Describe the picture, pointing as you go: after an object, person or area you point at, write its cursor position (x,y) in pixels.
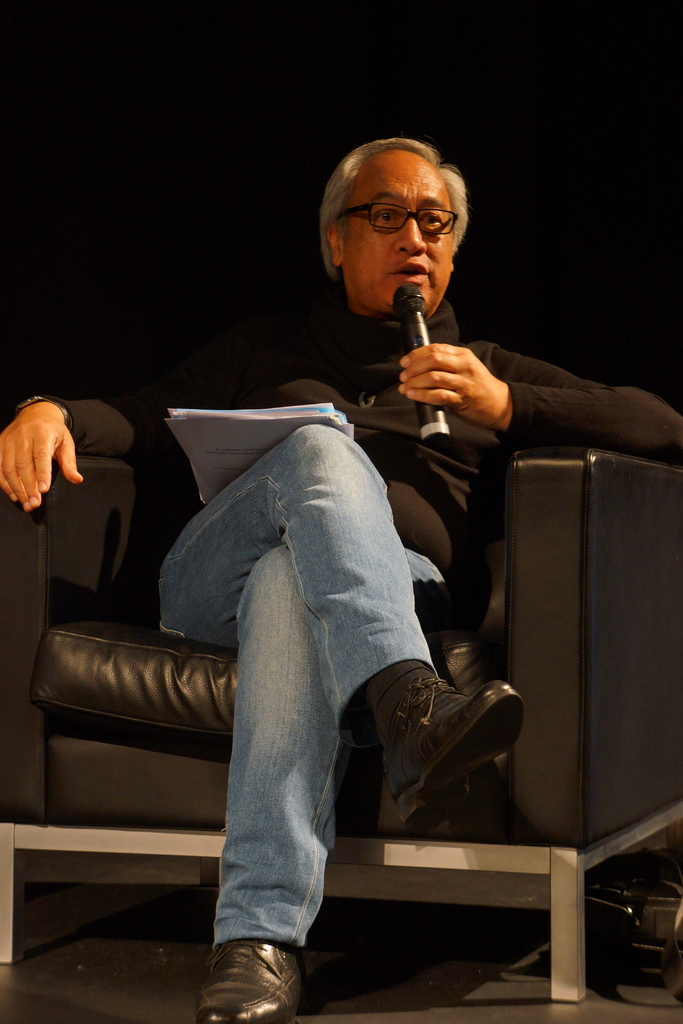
This person (216,402) sitting on the chair (186,708) and holding microphone (413,336), papers (331,417) and talking and this person (373,410) wear black color t shirt (388,377) and glasses (387,218).
